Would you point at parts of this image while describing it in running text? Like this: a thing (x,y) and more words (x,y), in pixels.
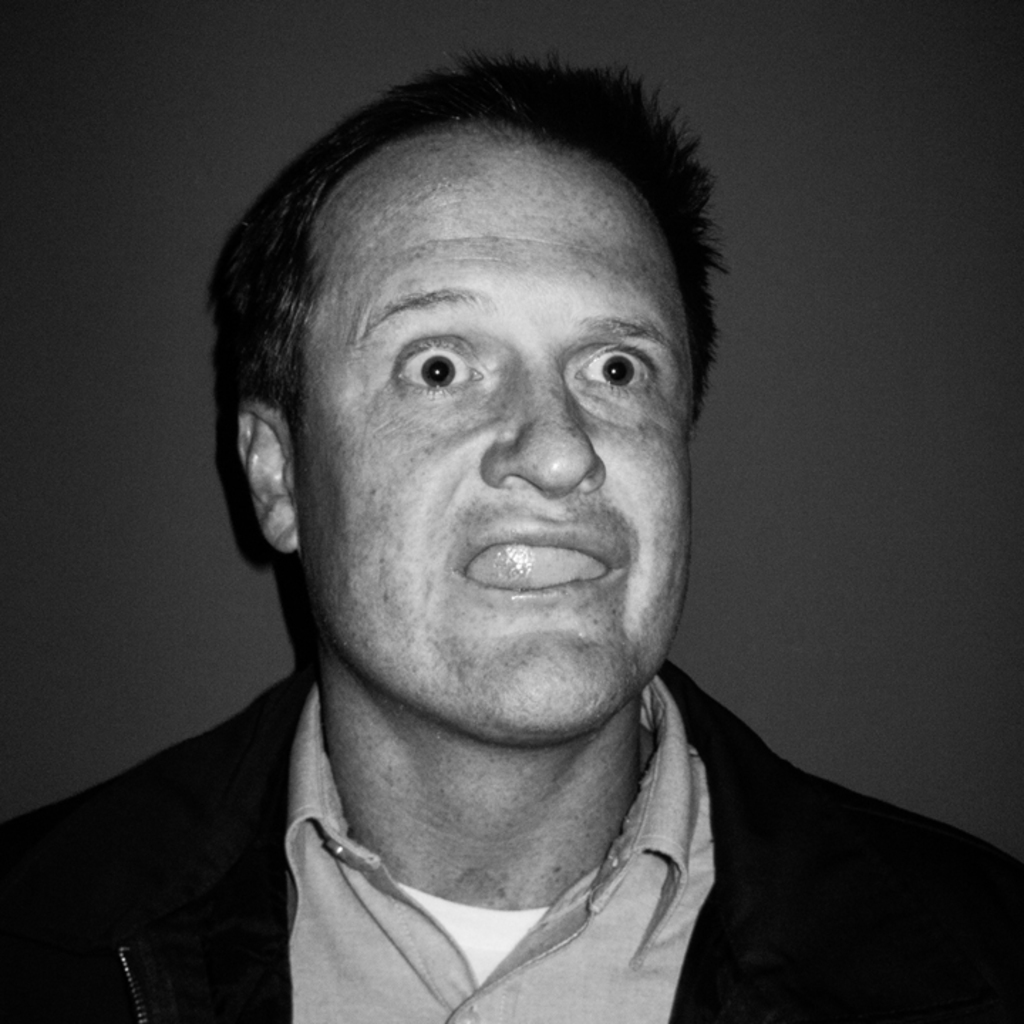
This is a black and white picture. In this picture we can see a man (724,965) with a weird expression on his face (394,260).
